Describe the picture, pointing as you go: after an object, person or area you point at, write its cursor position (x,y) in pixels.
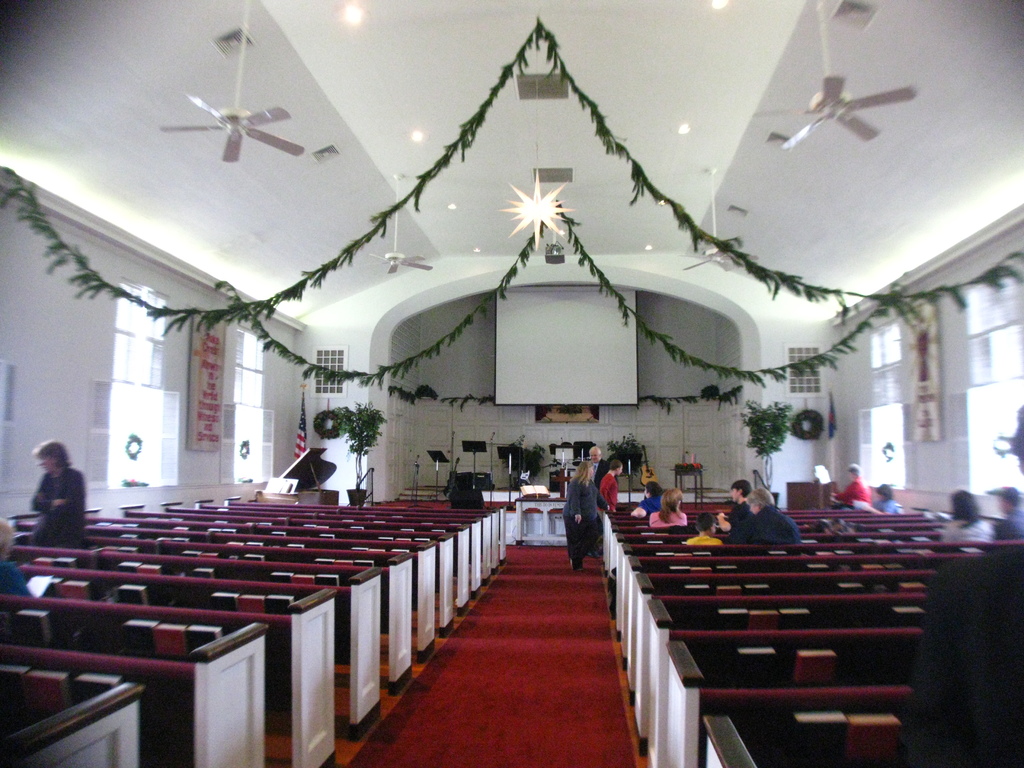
In this image there is a wall (71,437) with windows (146,452), poster (209,336), there are people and they look like branches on the left (158,351) and right corner. There is floor (468,697) at the bottom (381,705). There are potted plants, musical instruments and a screen (539,381) in the background (522,452). And there is a wall (527,424) in the background (540,430). And there are lights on the roof (481,130) at the top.
